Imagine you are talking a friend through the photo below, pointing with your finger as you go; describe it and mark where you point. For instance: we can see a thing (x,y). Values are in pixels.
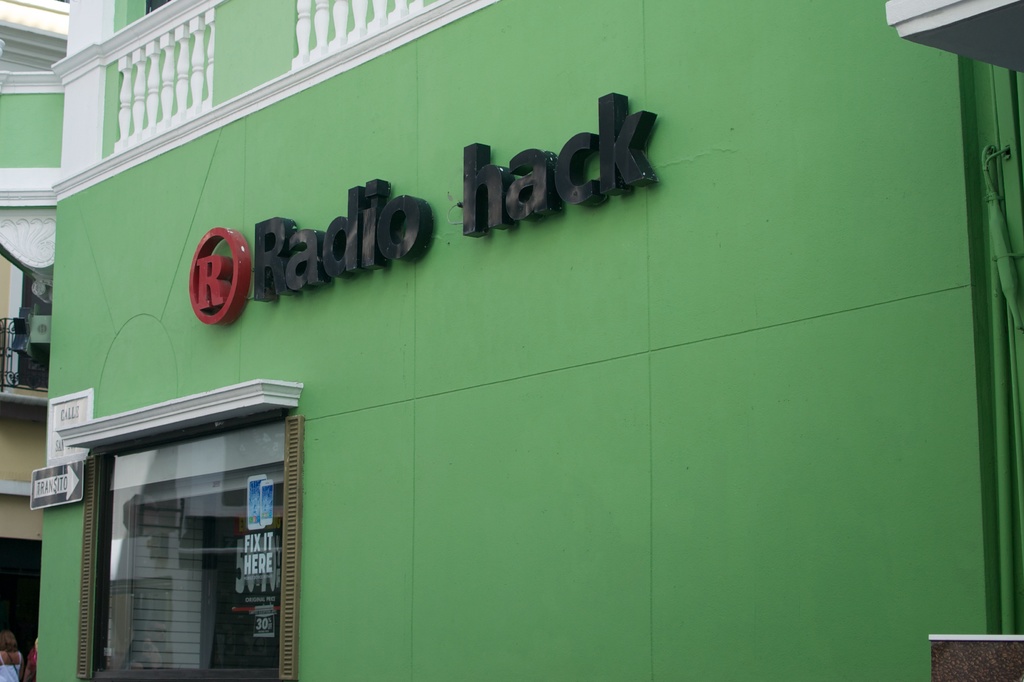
In this picture I see a building (963,261) in front (620,667) and in the center of this picture (349,266) I see something is written on the wall (383,286) and on the left side of this image (43,469) I see a board (57,490) on which there is a word (60,485) written and side to it I see the glass (133,529), on which there are words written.
